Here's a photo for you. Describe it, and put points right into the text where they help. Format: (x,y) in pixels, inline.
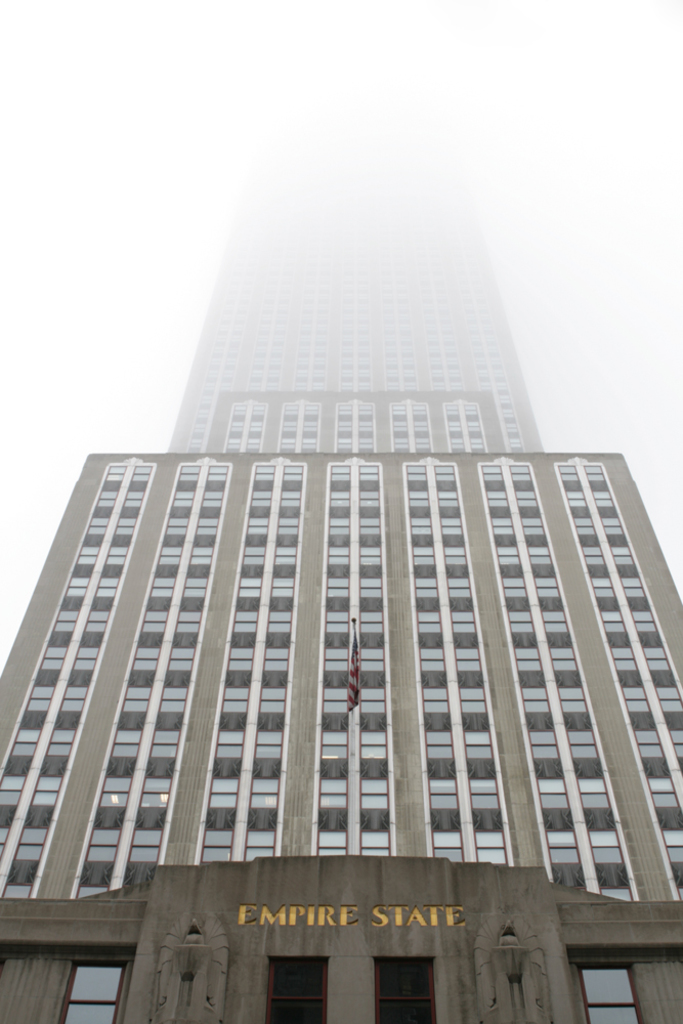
In the picture I can see a building (407,866) which has a flag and something written on it. The background of the image (558,58) is white in color.
